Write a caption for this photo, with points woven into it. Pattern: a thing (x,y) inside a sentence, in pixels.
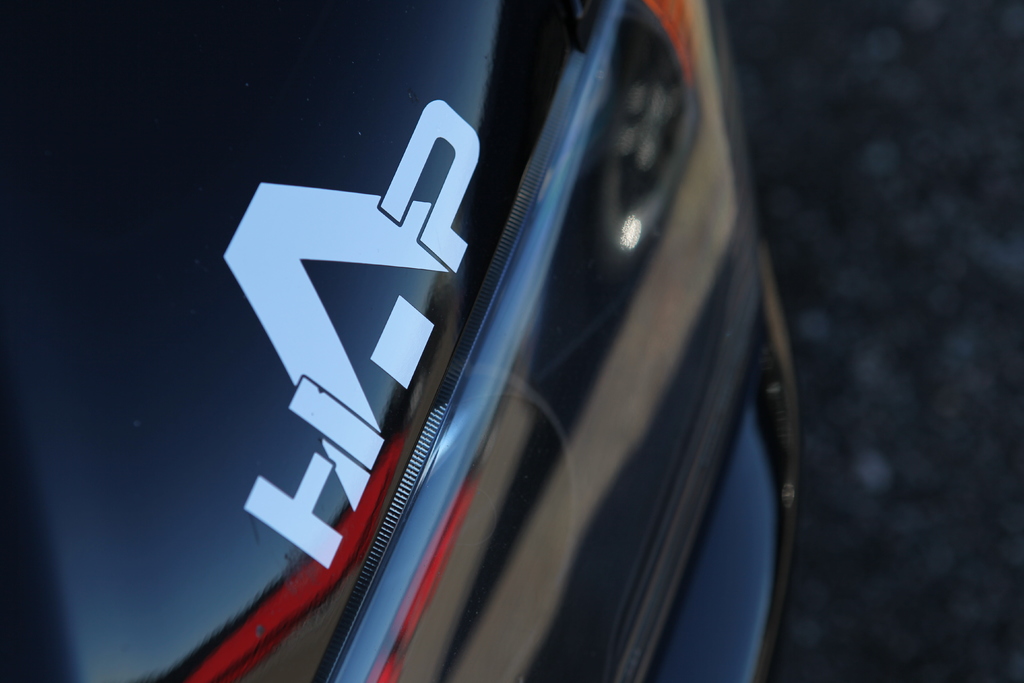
In this picture I can see a sticker (463,239) on the vehicle (668,236), and there is blur background (1017,114).
